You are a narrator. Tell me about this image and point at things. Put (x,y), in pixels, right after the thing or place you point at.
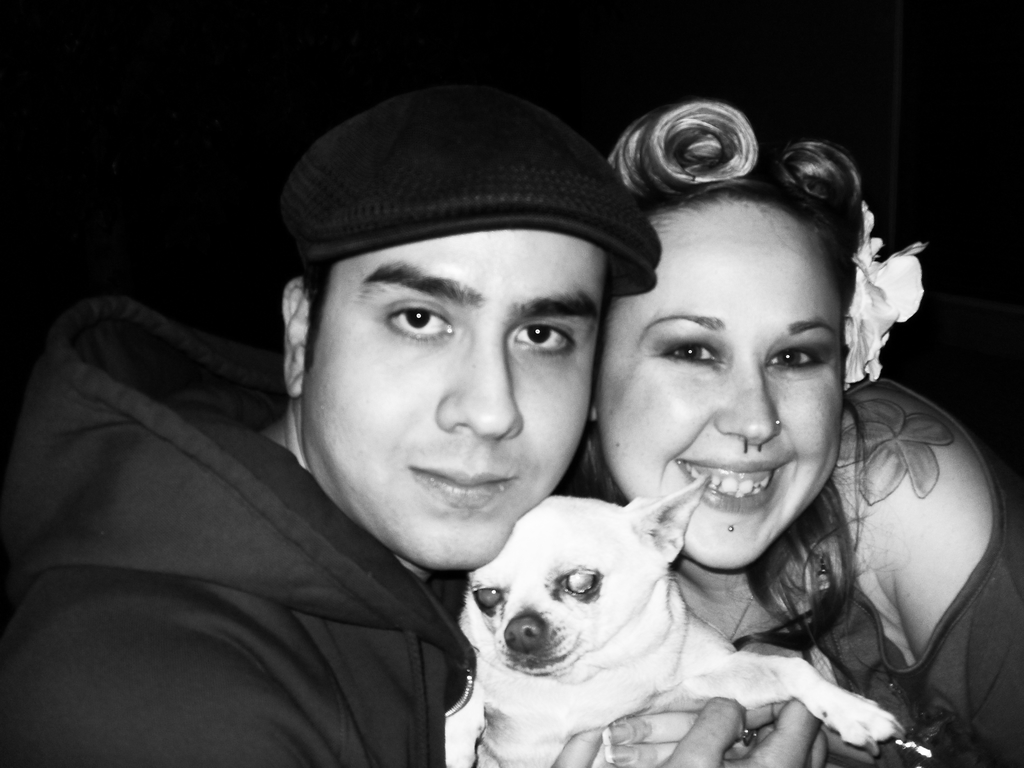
This is a black and white image. I can see a man (456,458) with a cap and a woman (651,434) holding a puppy (608,662) on their hands (590,761). Woman (882,491) has kept a flower (880,348) on her head (832,319). This man (260,638) is wearing a jacket (178,660).
